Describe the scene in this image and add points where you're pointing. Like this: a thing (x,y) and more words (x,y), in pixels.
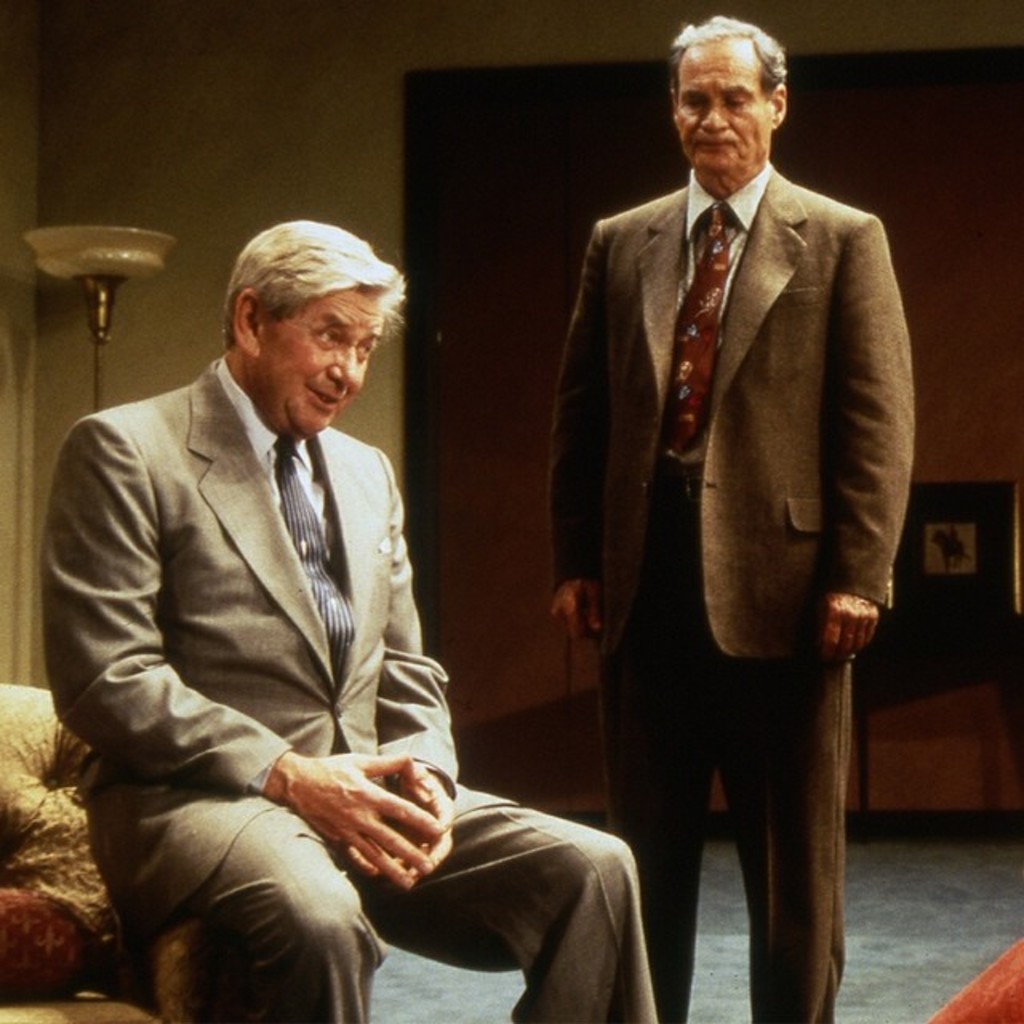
In this image we can see two persons (330,672) and the person (296,775) on the left side (226,810) is sitting on a sofa (52,825). Behind the persons (562,566) we can see a wall (217,320), table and a lamp (111,310).
